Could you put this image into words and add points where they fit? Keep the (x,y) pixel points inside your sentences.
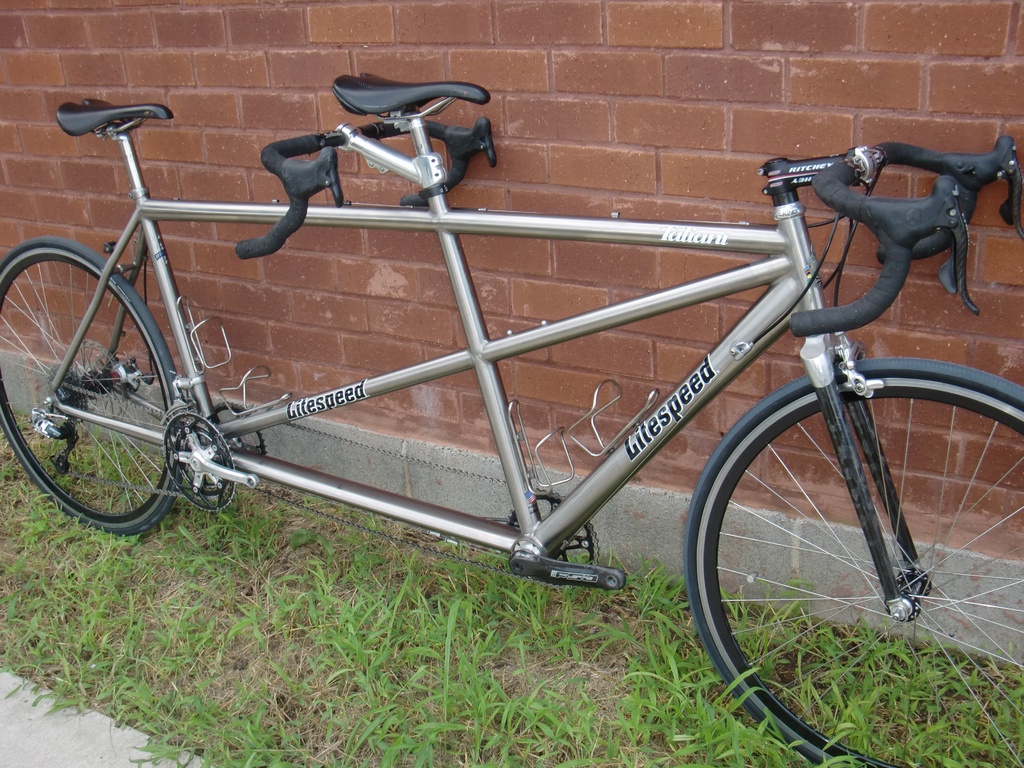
In this image I can see a vehicle (366,382) which is in ash and black color. I can see two seats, green grass (700,690) and wall (717,93) is in brown color.
